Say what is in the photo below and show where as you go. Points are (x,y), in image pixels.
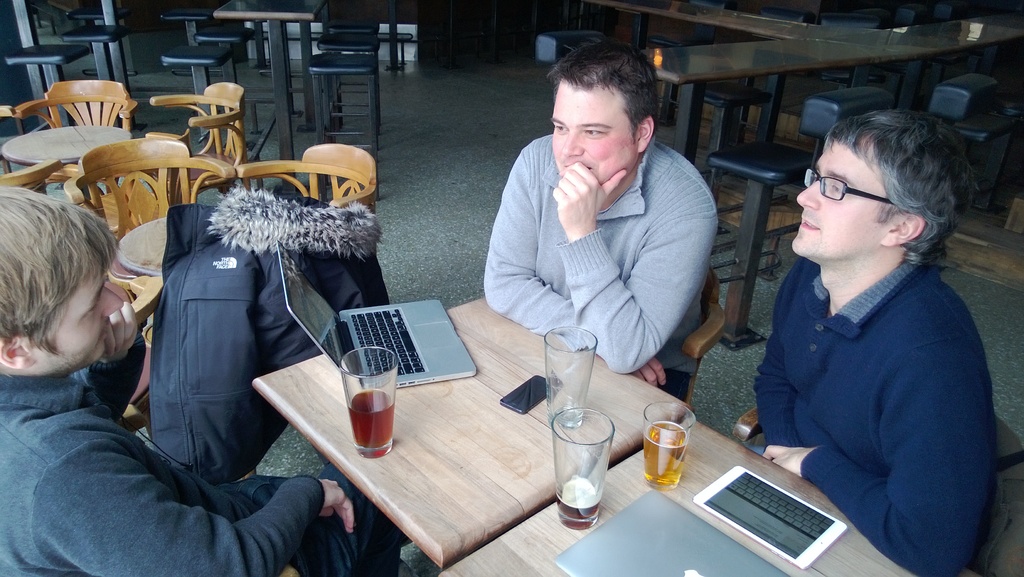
In this picture we can see benches (274,68) and stools (326,61) on the floor (483,69). We can see men (693,290) sitting on the chairs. On the tables (475,318) we can see glasses (378,365) with drinks (665,471), a mobile (530,383), an empty glass (573,389) and laptops (673,550). This is a jacket (219,433) in black color.
